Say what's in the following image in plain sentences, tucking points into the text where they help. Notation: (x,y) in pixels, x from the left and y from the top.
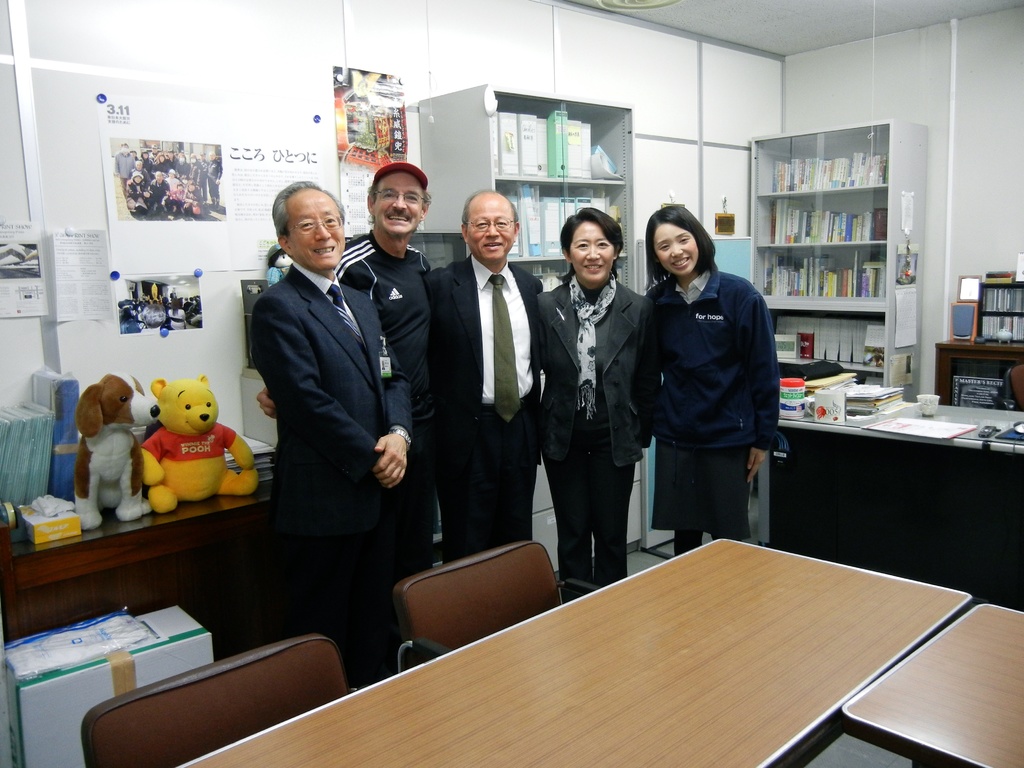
In this image there are five person (497,332) standing. There is a table (634,636) and a chair (543,584). On the table (1002,442) there is a cup (933,409), books (880,404). There is a book rack (824,243).
